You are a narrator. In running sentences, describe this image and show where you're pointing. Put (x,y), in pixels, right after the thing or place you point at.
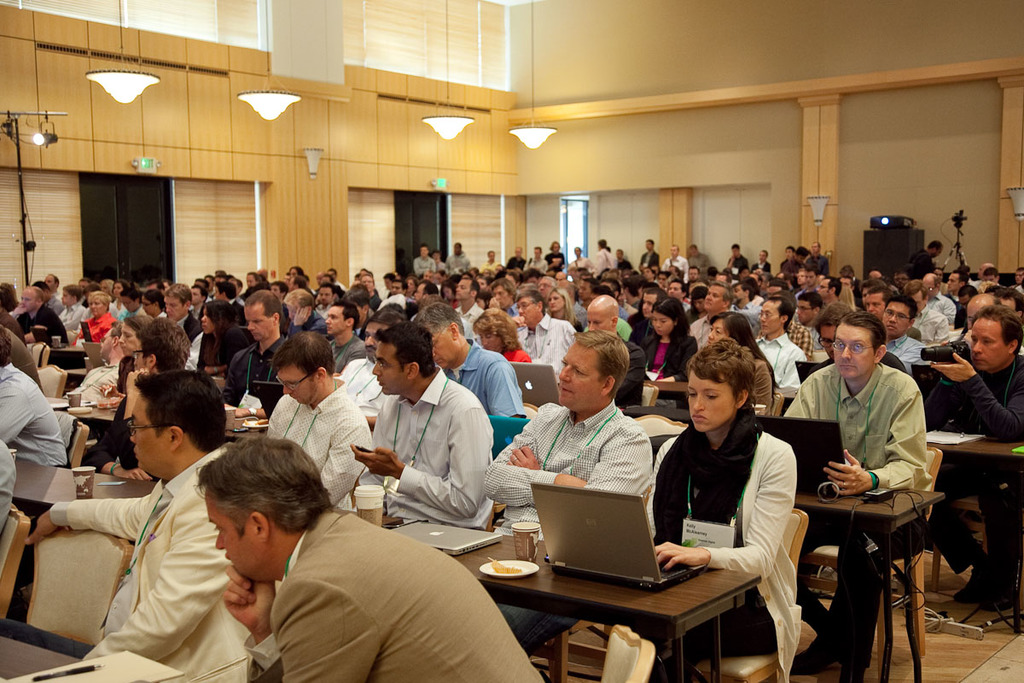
In the image there are group of people (641,361) sitting on chairs (681,423) in front of a table (626,594). On table (620,605) we can see a laptop (579,548), glass (531,542), plate (531,568) and food (514,573). In background (821,257) there are few people (691,258) standing and a table (864,237). On table (879,236) we can see a projector (893,220), wall (859,190) which is in cream color and few lights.
